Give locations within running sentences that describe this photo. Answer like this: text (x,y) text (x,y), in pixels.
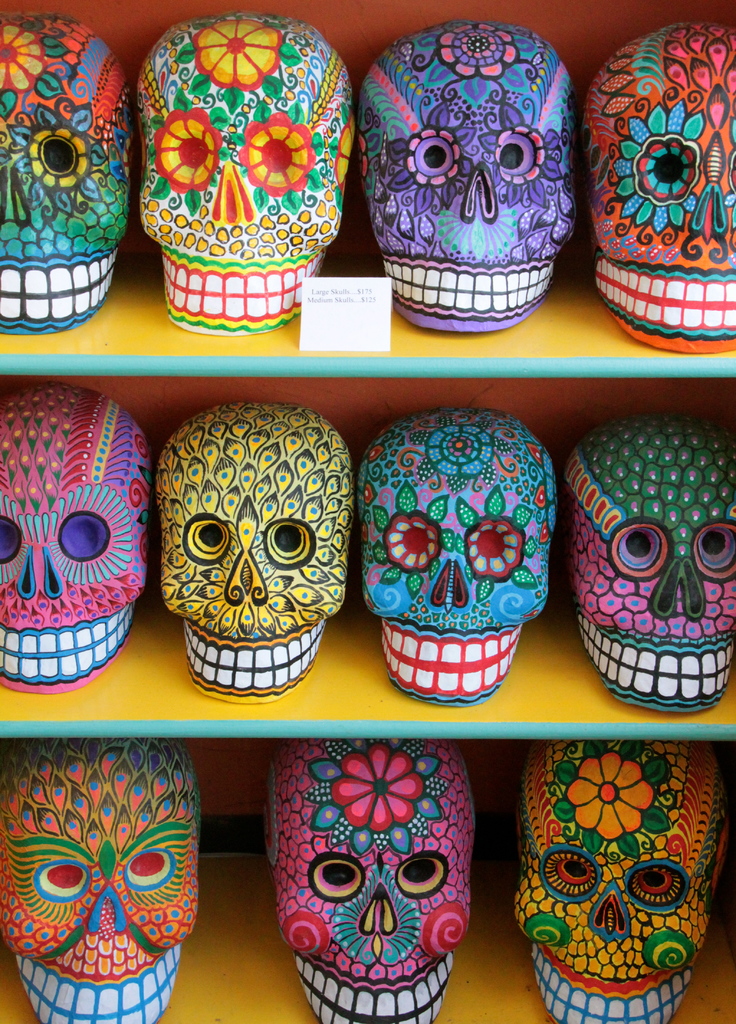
In this image there are many skull toys (40,899) arranged in a shelf (614,3).
